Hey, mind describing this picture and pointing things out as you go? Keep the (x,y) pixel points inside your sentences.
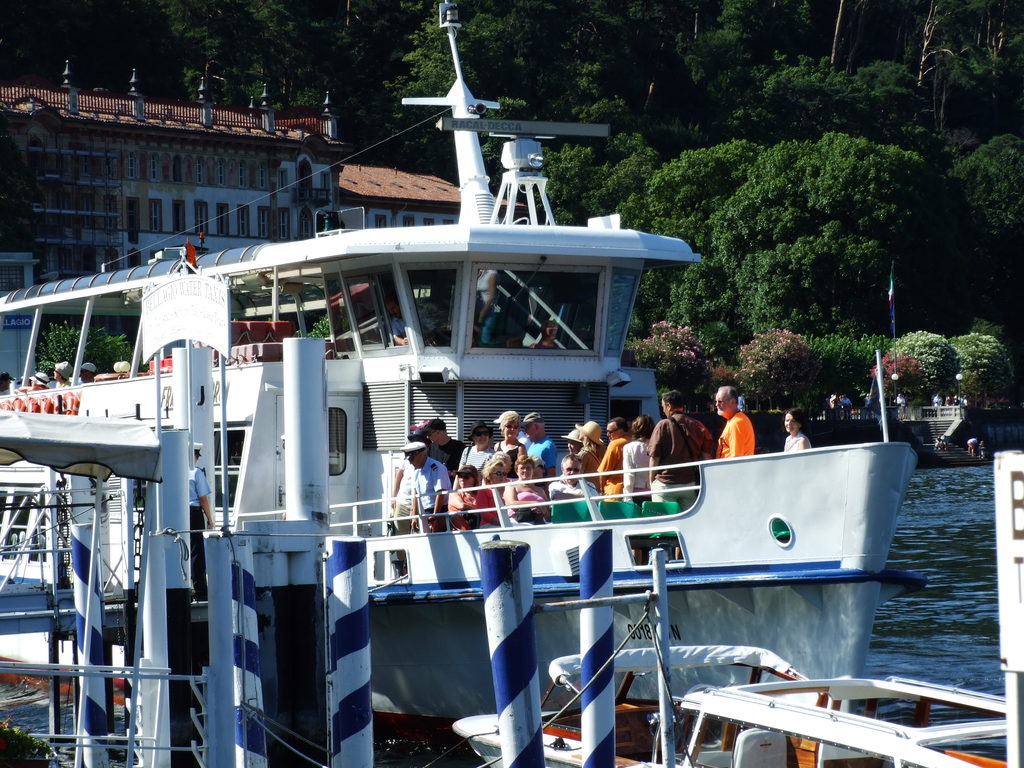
In this image we can see the ship (547,292) and also the boat (705,699) on the surface (968,663) of the water (946,603). We can also see the rods (606,646), people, trees (691,35), buildings (403,190) and also the flag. On the right (1008,518) we can see some board (1008,559).
